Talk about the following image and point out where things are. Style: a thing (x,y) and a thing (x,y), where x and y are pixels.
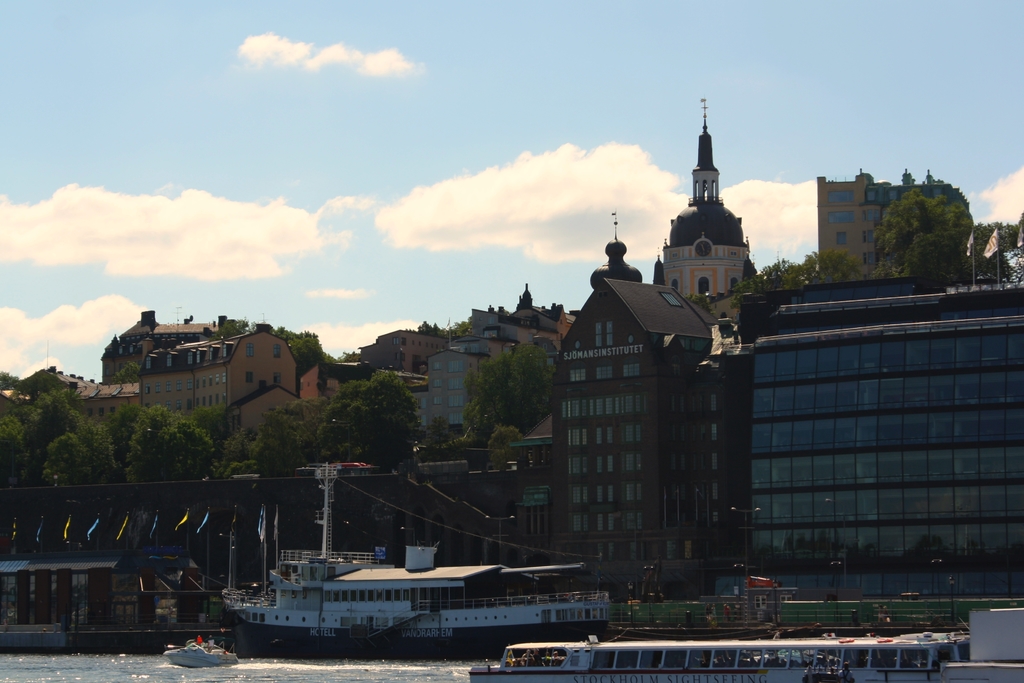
This is the picture of a city (535,465). In this image there are boats (293,592) on the water (95,671) and at the back (17,568) there are flags (128,518), buildings (906,318), trees (965,242) and poles (265,563). At the top (663,61) there is sky (663,61) and there are clouds (661,220). At the bottom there is water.
